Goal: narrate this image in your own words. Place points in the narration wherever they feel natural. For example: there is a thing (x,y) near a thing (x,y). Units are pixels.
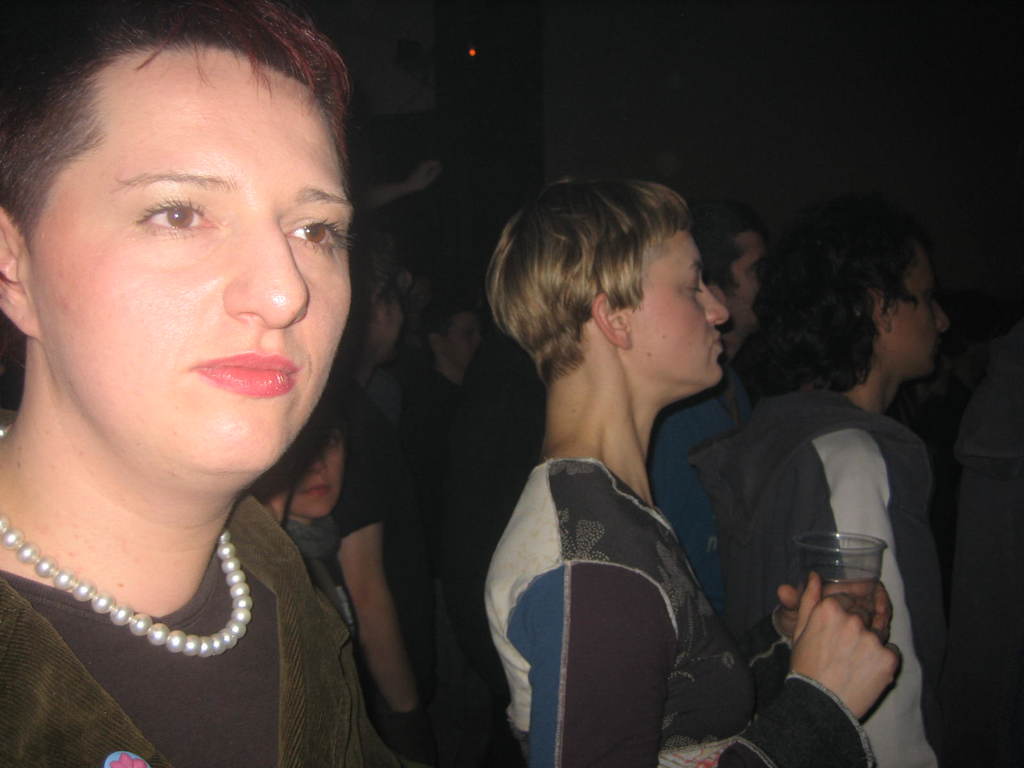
In this picture there is a person (540,529) standing and holding the glass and there are group of people (464,442) standing. At the back (680,78) there is a wall (680,78) and there is a device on the wall (430,39).
